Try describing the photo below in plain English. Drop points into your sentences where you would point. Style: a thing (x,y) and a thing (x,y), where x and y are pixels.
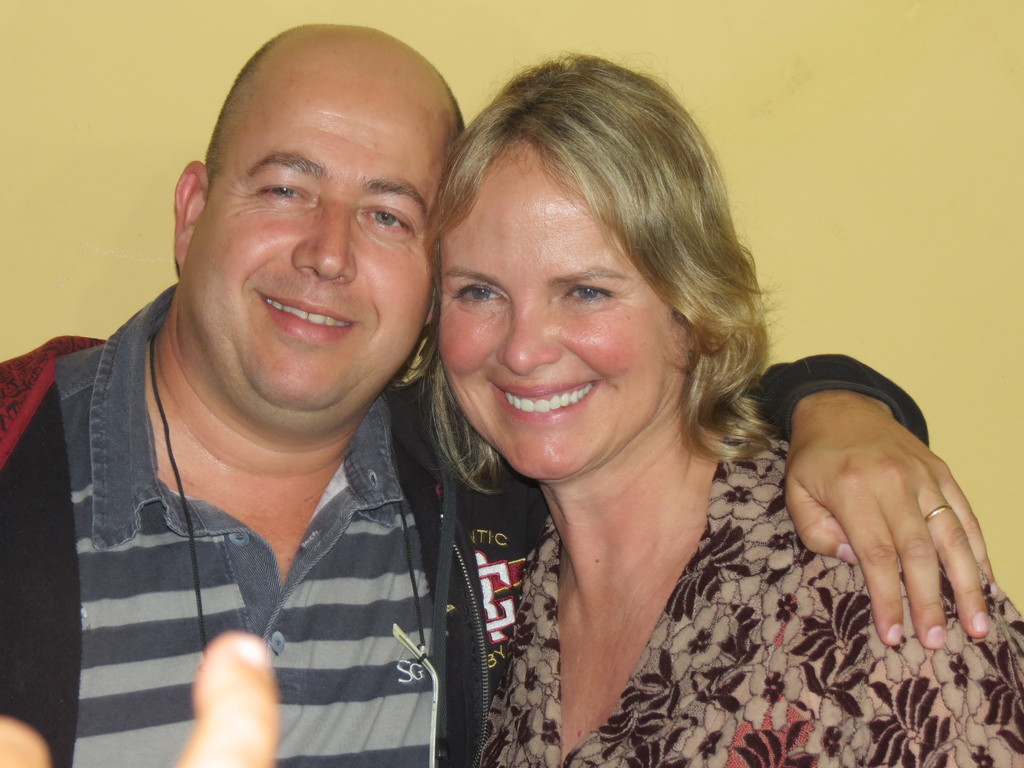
In this picture I can see there is a man (424,542) and a woman (836,666) standing and they have laughing, the man (223,568) is wearing a t-shirt (188,597) and a coat (62,549). The woman (818,653) is wearing a dress (917,657) and there is a person hand (220,749) visible at the left side (203,760) and there is a yellow color wall (902,234) in the backdrop (827,181).
